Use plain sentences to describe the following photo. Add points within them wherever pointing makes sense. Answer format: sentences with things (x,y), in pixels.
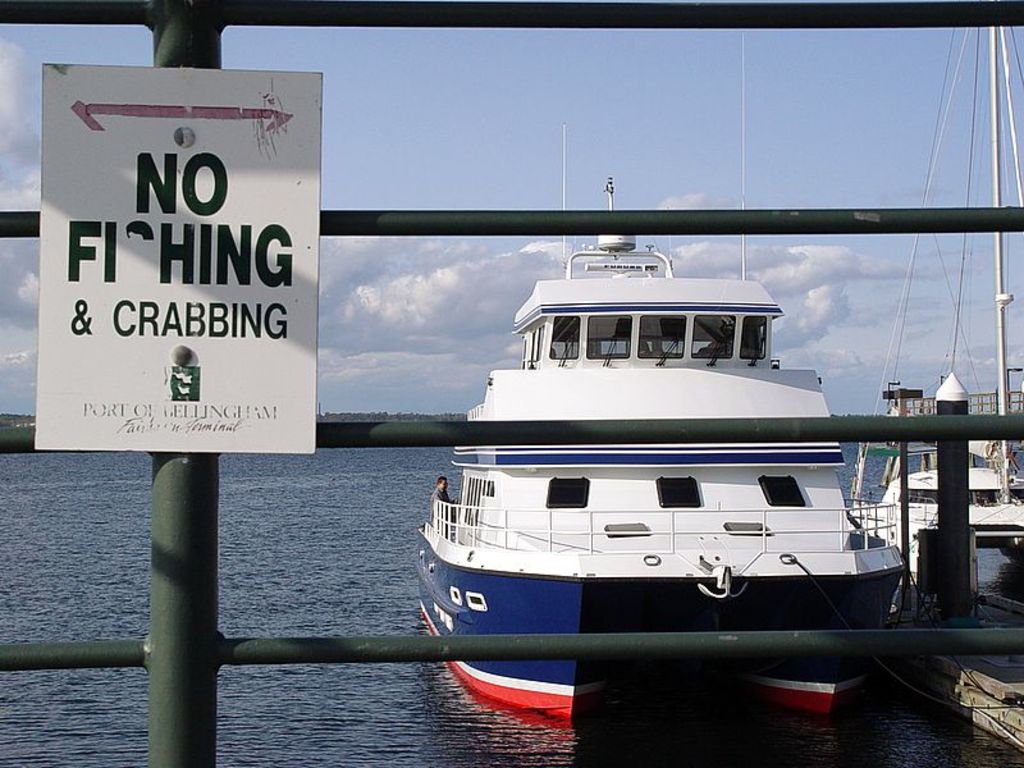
In this picture I can see on the left (171,155) there is a board (223,400), in the middle (606,448) there are boats (708,515), at the bottom (377,572) there is water (349,580), at the top (624,108) there is the sky (624,108).
